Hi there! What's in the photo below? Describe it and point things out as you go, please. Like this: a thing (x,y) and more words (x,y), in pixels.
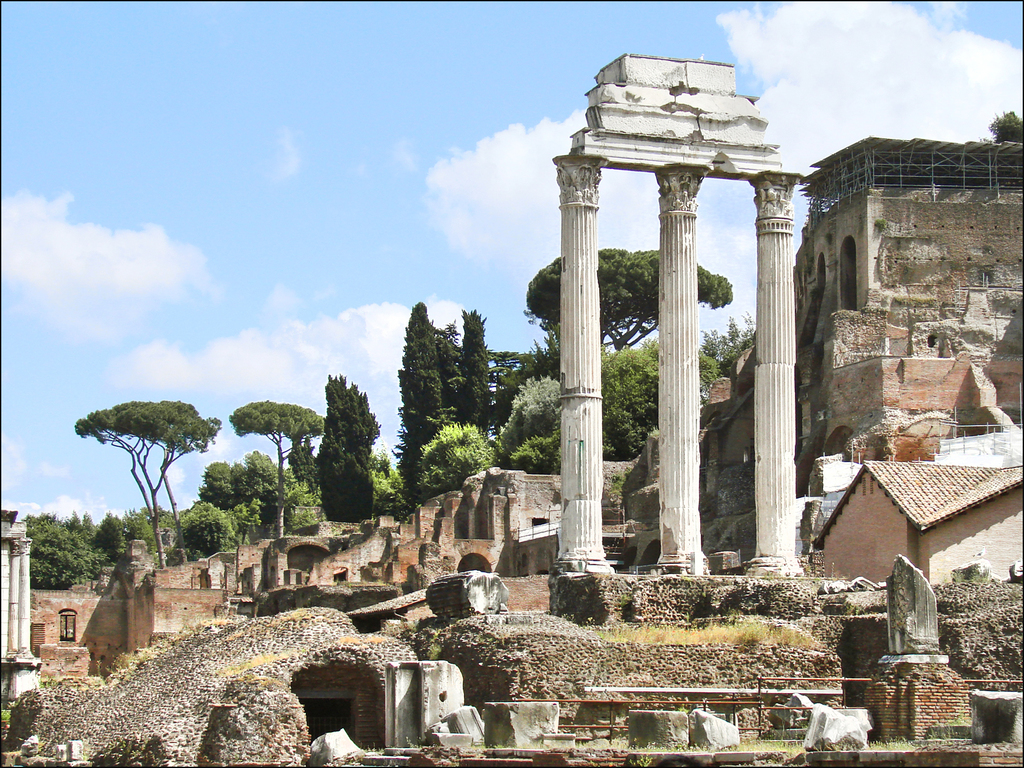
As we can see in the image there are buildings (568,511), grass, trees (413,479), sky (305,311) and clouds (526,189).
